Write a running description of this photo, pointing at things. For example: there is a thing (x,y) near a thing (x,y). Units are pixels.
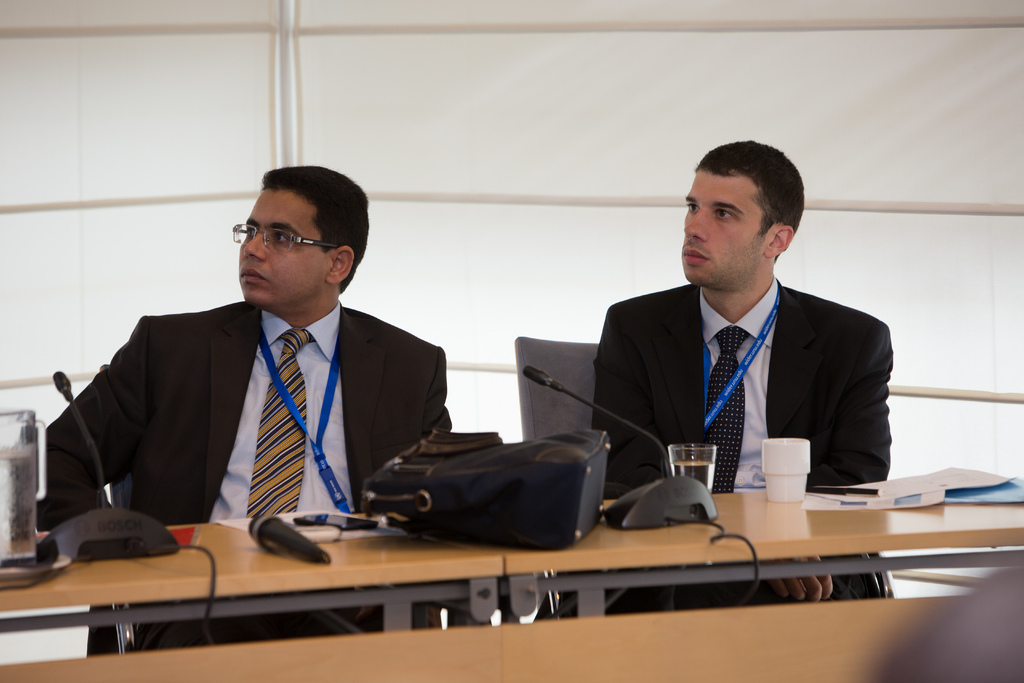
In this image, we can see men (370,366) in suits (608,474) are sitting on the chairs (546,417) and seeing on left side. At the bottom (575,560), there is a table (539,579). So many things (1006,493) and objects (273,515) are placed on it. Background (438,236) we can see a white color.
